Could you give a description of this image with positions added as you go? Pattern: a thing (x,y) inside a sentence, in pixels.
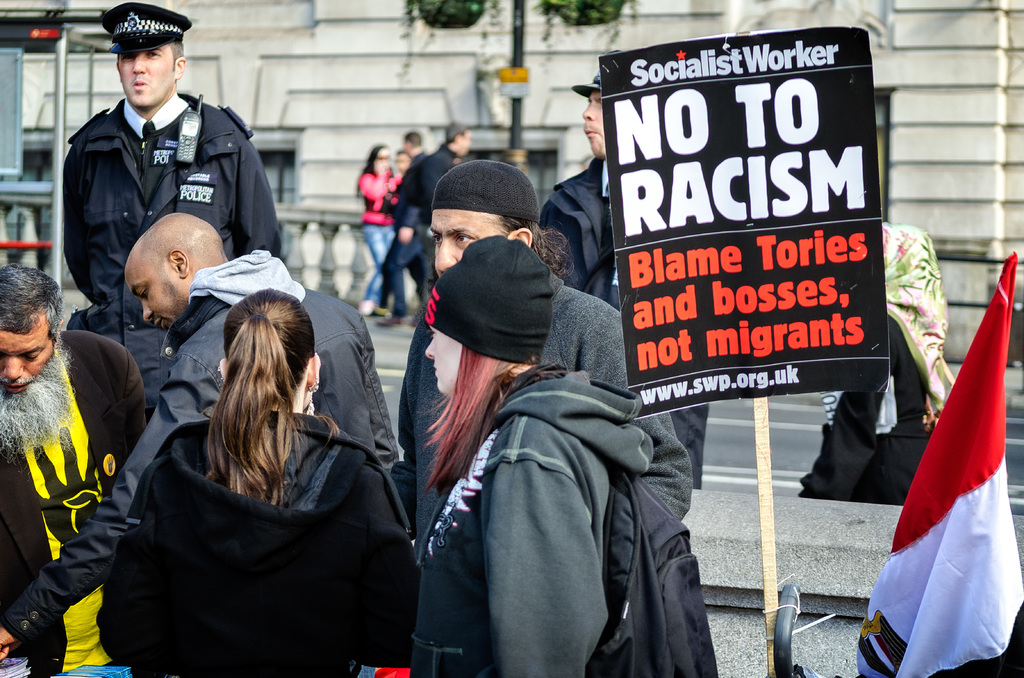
In this picture we can see a few people (528,623) on the path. There is a flag (911,632) and a stick (757,438) on text board (793,209). We can see a pole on the left side (64,52). There is a railing (41,232), flower pots (615,9) and a building (539,39) is visible in the background (556,42).
